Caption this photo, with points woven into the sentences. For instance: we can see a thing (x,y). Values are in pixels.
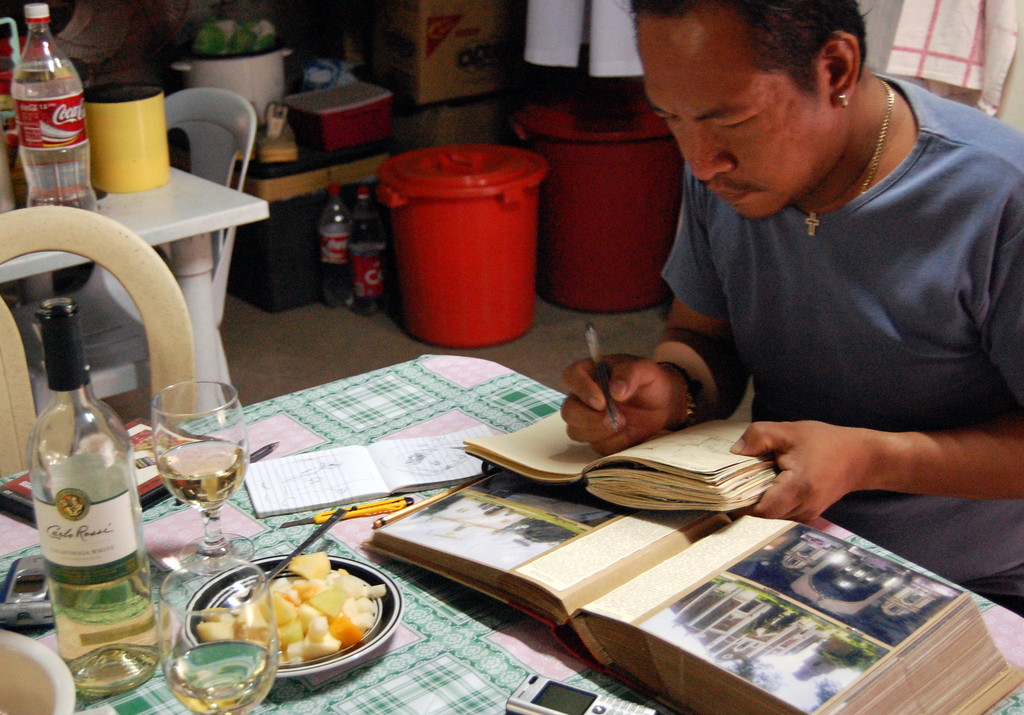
a person (890,305) is sitting on a chair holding a pen (608,391) and a book (597,462) in his hand (585,422). in front of him there is a table (386,689) on which there are books (305,485), mobile phone (541,687), album (698,666), food (342,619), glass (189,676), glass bottle (81,594). at the left (166,340) there is a chair (5,323). at the back (47,269) there is a white table (182,203) and chair (211,155). on the table (126,215) there is a plastic bottle (55,123). at the back (460,40) there is a carton (435,42), a red basket (451,233) and 2 plastic bottles (336,244) on the floor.
